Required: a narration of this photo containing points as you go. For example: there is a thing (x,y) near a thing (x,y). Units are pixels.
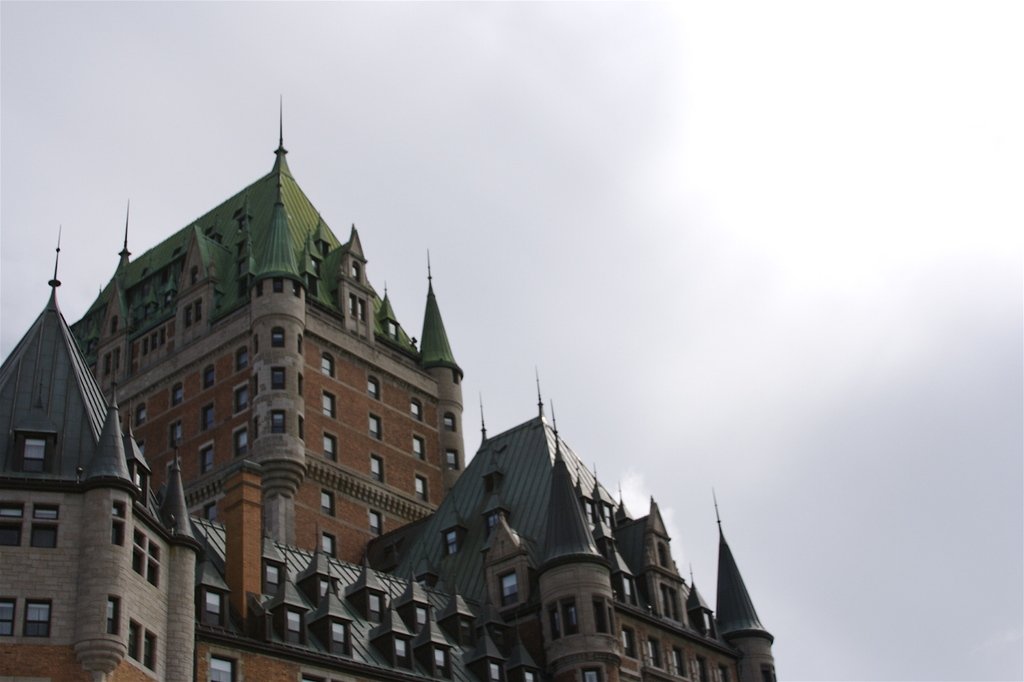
In this image, there is an outside view. In the foreground (243,296), there is a castle (192,320). In the background (447,164), there is a sky (447,164).
